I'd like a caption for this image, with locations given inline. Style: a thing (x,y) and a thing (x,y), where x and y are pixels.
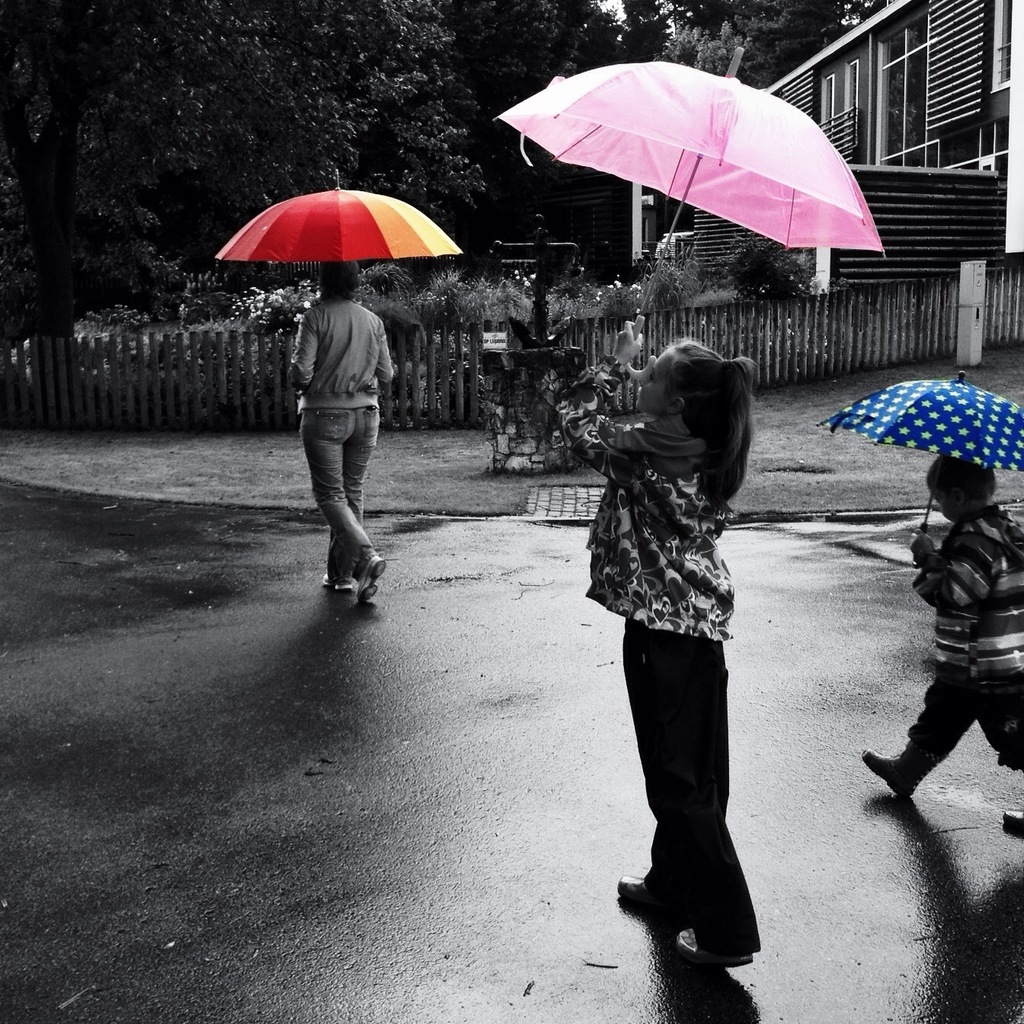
Front these three people (628,488) are holding umbrellas (1005,443). Background (977,76) there is a fence (680,316), building (976,58), plants (694,297) and trees (382,118).
